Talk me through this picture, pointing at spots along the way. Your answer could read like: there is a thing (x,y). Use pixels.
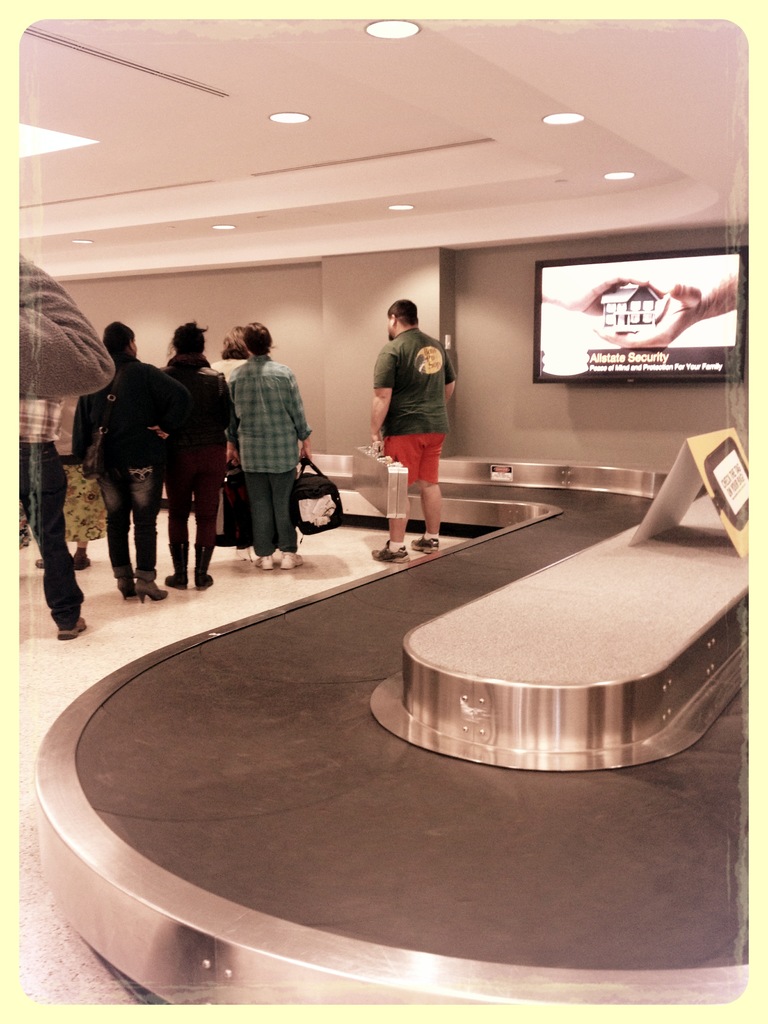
In this image I can see the group of people (251,473) standing and wearing the different color dresses (116,523). To the side there is a board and screen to the wall (638,398). I can also see the lights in the top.
